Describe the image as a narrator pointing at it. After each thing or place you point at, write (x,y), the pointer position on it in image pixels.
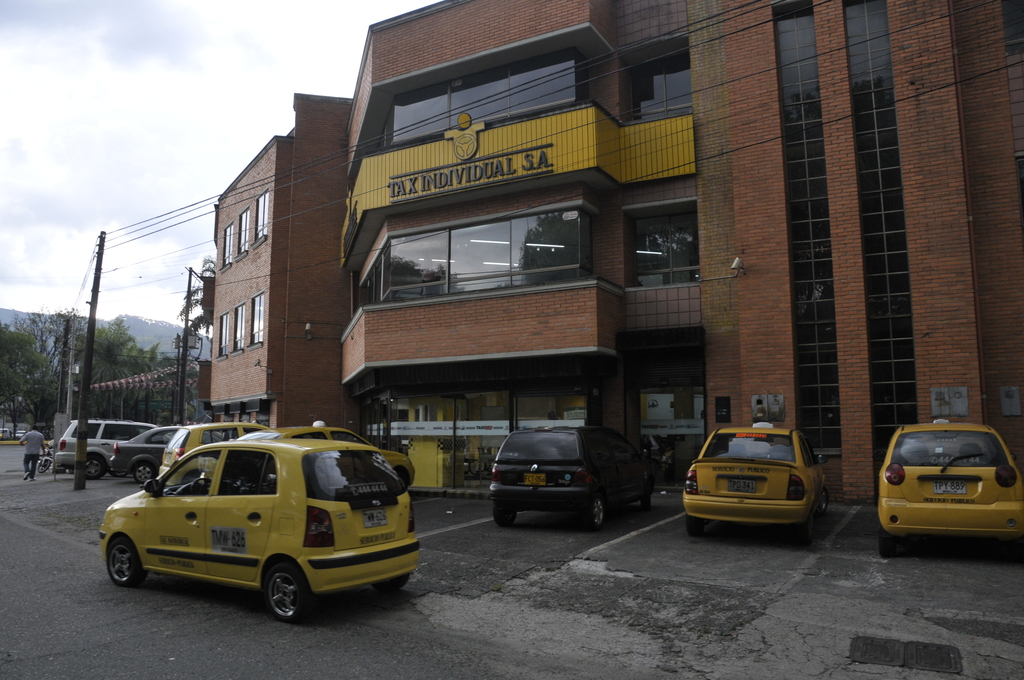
In this image we can see many vehicles (360,463). Also there is a building (362,250) with windows (654,232) and name (411,187). In the back (33,337) there are trees (7,346), electric poles (91,326) with wires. And also there is sky (149,75).
